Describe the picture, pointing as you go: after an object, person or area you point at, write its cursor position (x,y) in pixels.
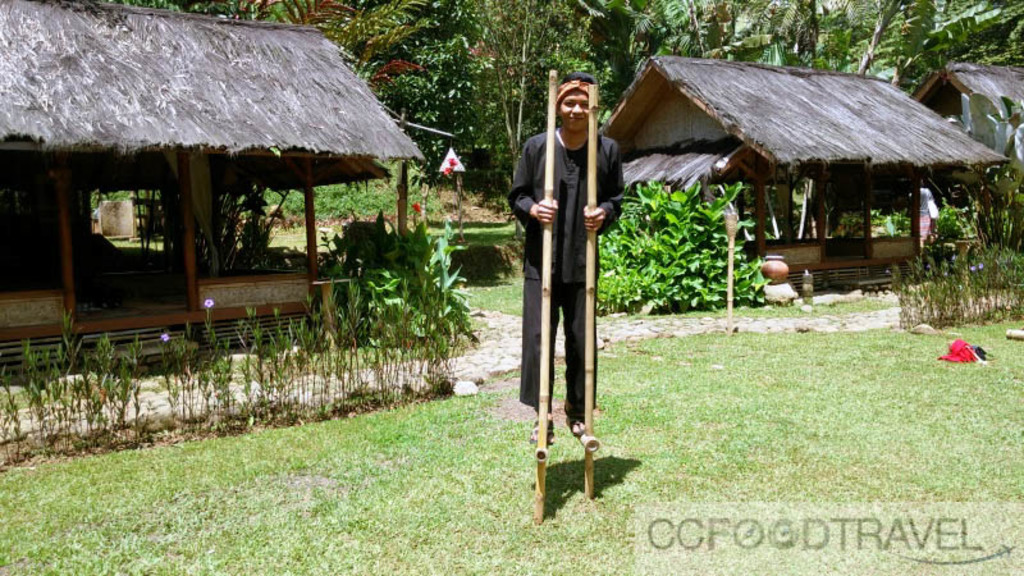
In this image we can see a person (609,209) standing on the sticks (544,486) above the ground (464,497). In the background (413,159) we can see thatched houses (287,107), trees (419,85), pots (761,272), plants (719,255) and bushes (364,275).
